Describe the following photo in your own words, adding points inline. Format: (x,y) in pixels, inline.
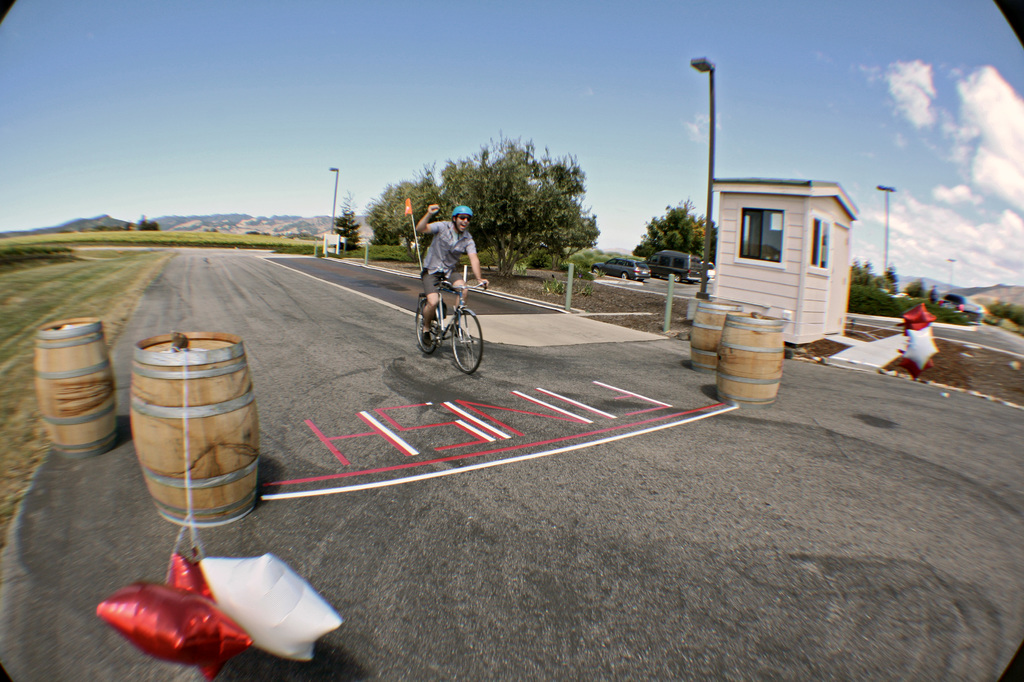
In this image I can see a person (466,230) riding bicycle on the road (302,388), in front (177,383) I can see four drums (163,375) in brown color. Background (617,216) I can see few cars (700,261), trees (545,195) in green color, four light poles (709,246) and sky (427,65) in blue and white color.
